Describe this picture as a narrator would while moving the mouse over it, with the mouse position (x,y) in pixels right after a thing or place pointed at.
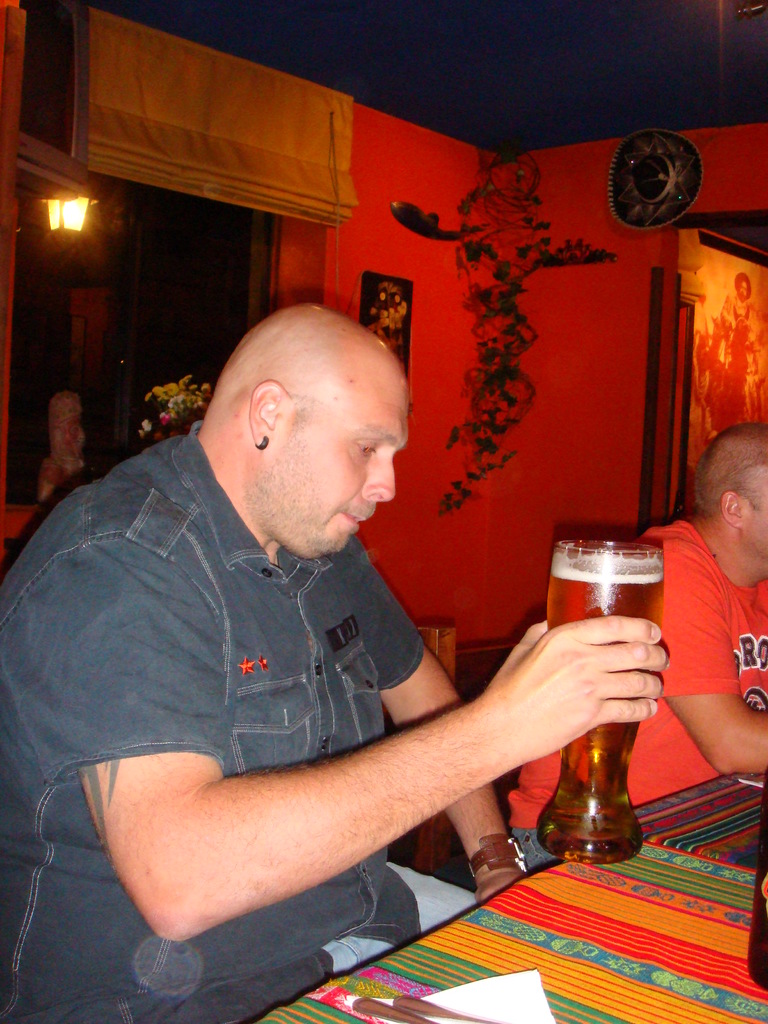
In this image these two persons (427,715) sitting behind the table (601,931). The person (293,833) sitting in the front (305,699) is holding glass (603,594). There is a bottle (760,890), paper (528,990) on the table (549,908). At the left side (52,216) there is a light (62,217) and at the back (130,242) there is a window (133,279) and a plant (150,426). There is a photo frame (378,312) on the wall (434,310).
